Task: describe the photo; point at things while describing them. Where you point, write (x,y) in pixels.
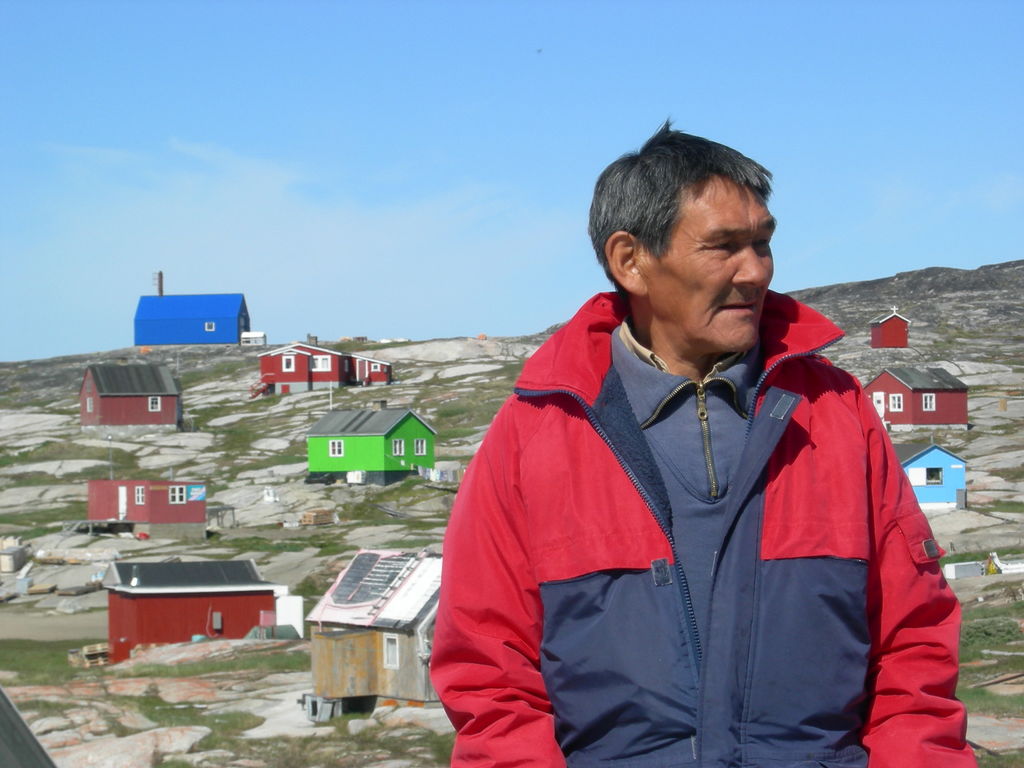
In this picture we can see old men (715,489) wearing a red and blue color jacket (725,696) standing in the front of the images, Behind we can see small colorful houses (347,413) on the hills (422,374) and above we can see blue sky (230,50).
